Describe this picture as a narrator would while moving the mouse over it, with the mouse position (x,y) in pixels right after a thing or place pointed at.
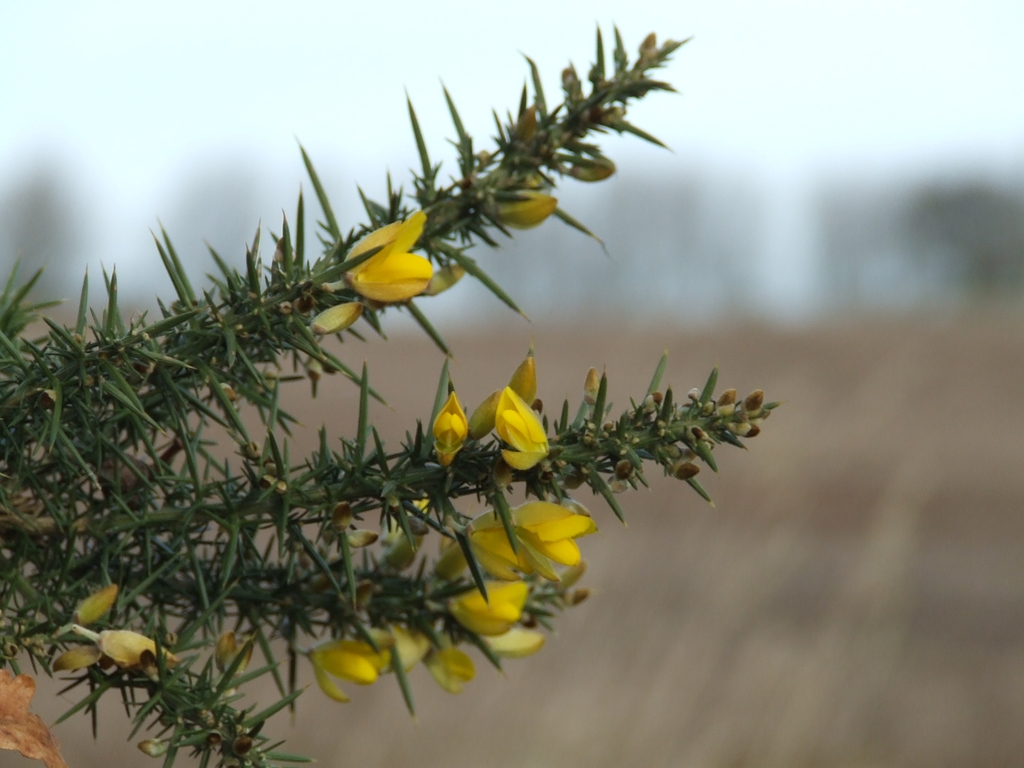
On the left side (207,468) we can see a plant (328,538) with flowers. In the background (584,340) the image is blur but we can see the sky (54,46) and objects (831,298).
